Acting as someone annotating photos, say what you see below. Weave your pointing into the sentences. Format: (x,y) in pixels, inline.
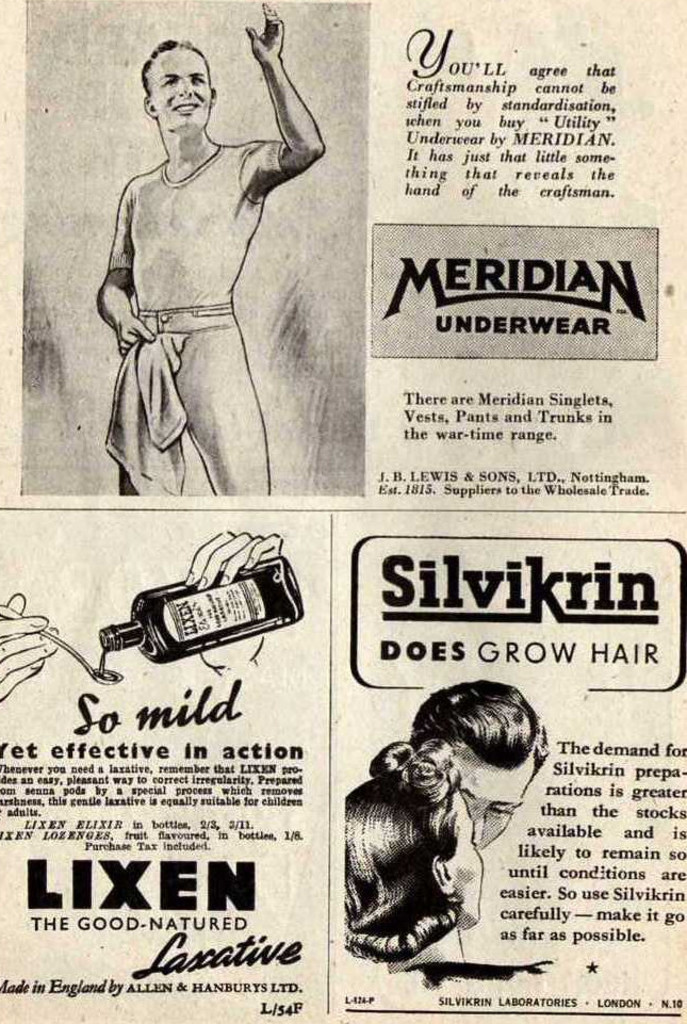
In this image we can see a paper (304,323), on the paper (261,264) there are pictures (233,403) of persons (272,159), bottle (143,594), and a spoon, also we can see some text (404,584) on the paper (404,584).
